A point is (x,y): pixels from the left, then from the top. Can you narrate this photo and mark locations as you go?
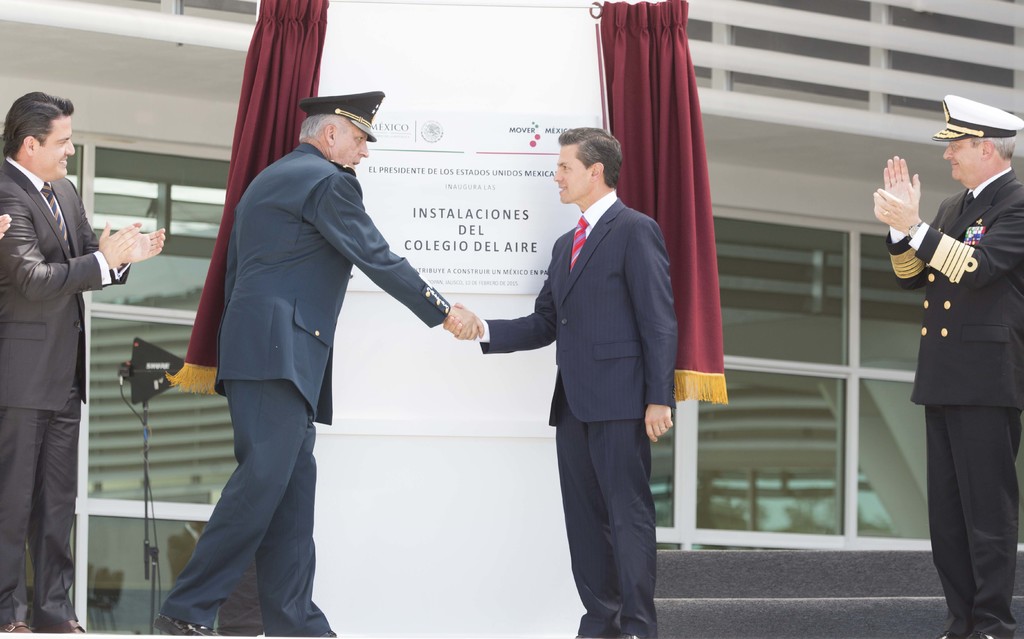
These two men (599,191) shaking hands (447,321) each other and these two men (979,514) clapping their hands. We can see board (434,196) on the white surface (545,72) and curtains (620,42). In the background (169,103) we can see stand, fence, wall (166,114) and glass windows (776,348).
